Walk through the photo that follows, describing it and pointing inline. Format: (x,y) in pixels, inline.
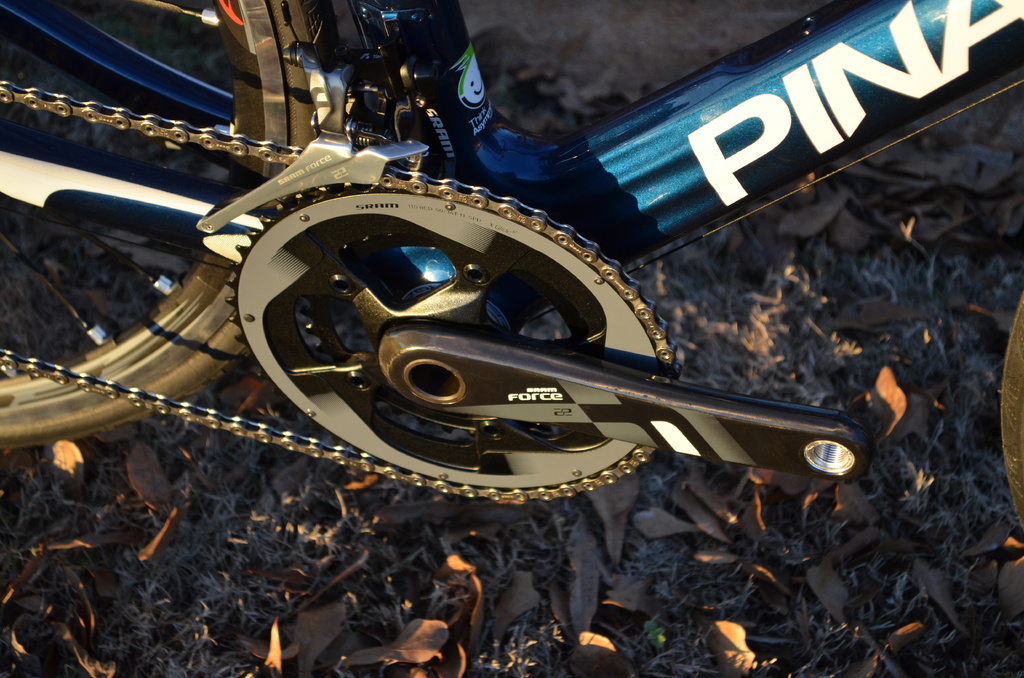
Here we can see a bicycle (979,49) which is truncated and there are dried leaves (1002,602).
